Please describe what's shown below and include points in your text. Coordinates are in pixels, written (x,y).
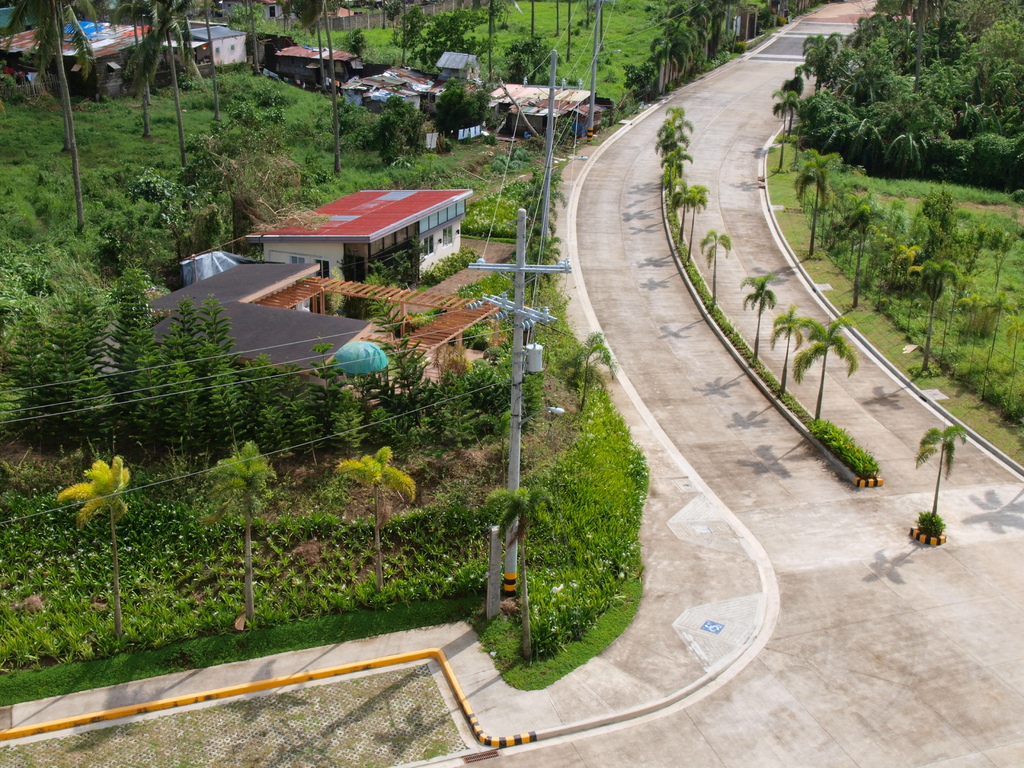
In the picture we can see an Aerial view of a tree (332,378), plants (321,413), grass (506,624) and some houses (320,320) and besides it we can see a road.
